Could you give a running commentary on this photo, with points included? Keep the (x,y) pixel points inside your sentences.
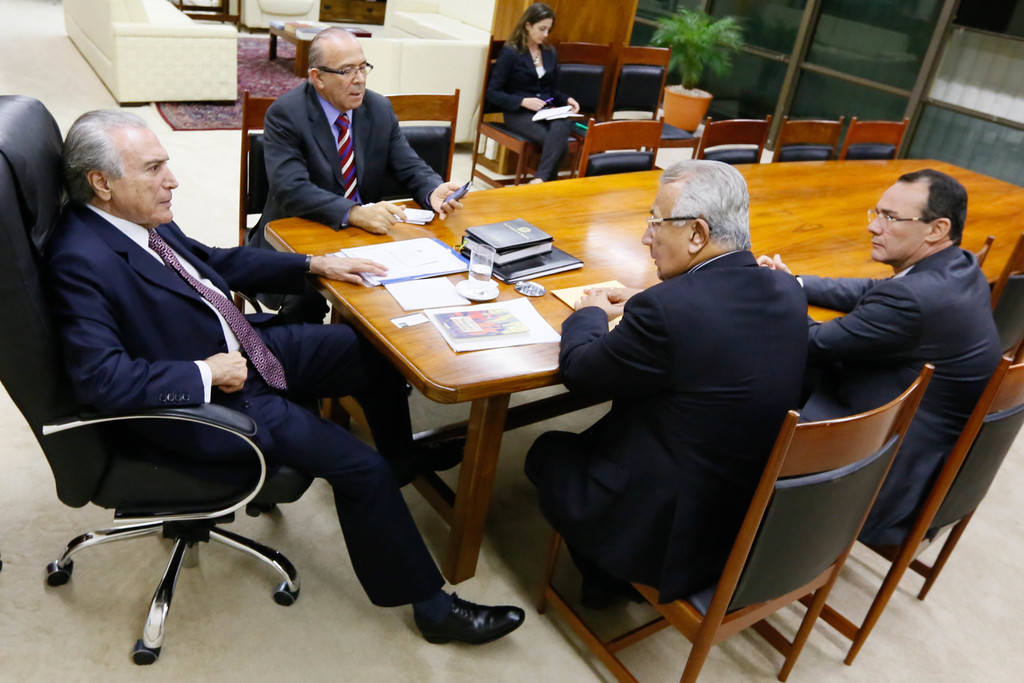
In this picture we can see a group of people (415,560) sitting on chairs (117,502), one person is holding a mobile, here we can see a table (446,488), glass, books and house plant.
